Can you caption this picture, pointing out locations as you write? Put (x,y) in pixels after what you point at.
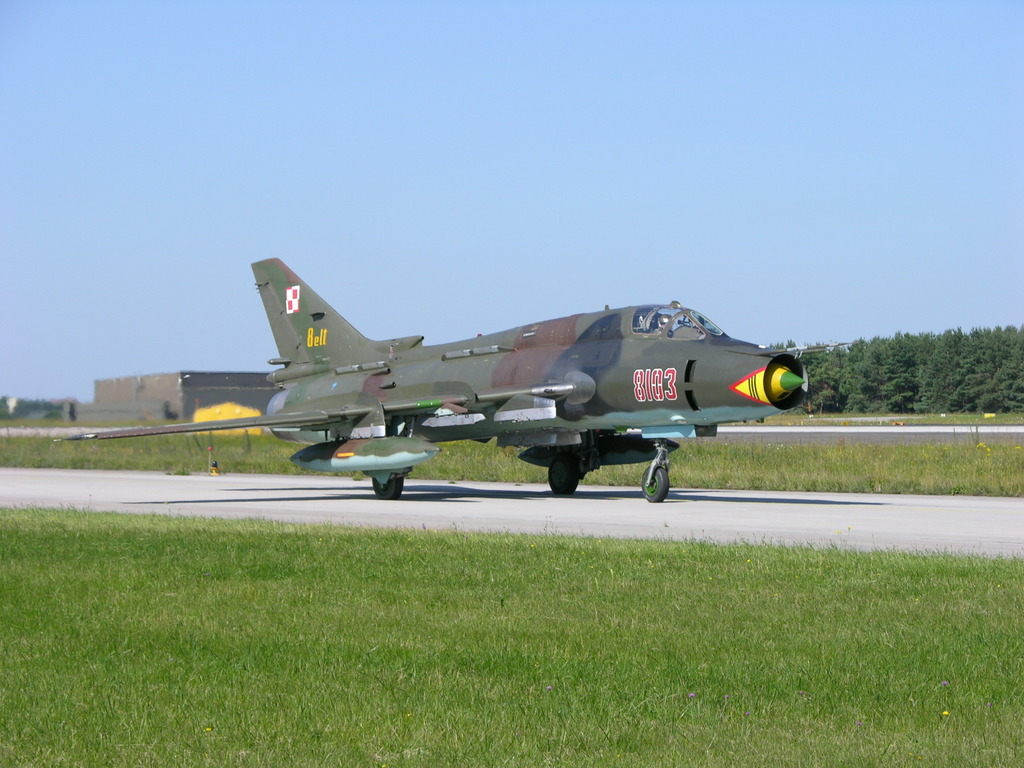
In the middle of this image (576,326), there is a gray color aircraft (273,320) on a runway (793,500). On both sides of this runway (903,518), there's grass (400,627) on the ground (386,555). In the background (147,394), there are trees (1001,382), buildings (159,391) and grass (811,419) on the ground (1003,416) and there is blue sky (162,127).
